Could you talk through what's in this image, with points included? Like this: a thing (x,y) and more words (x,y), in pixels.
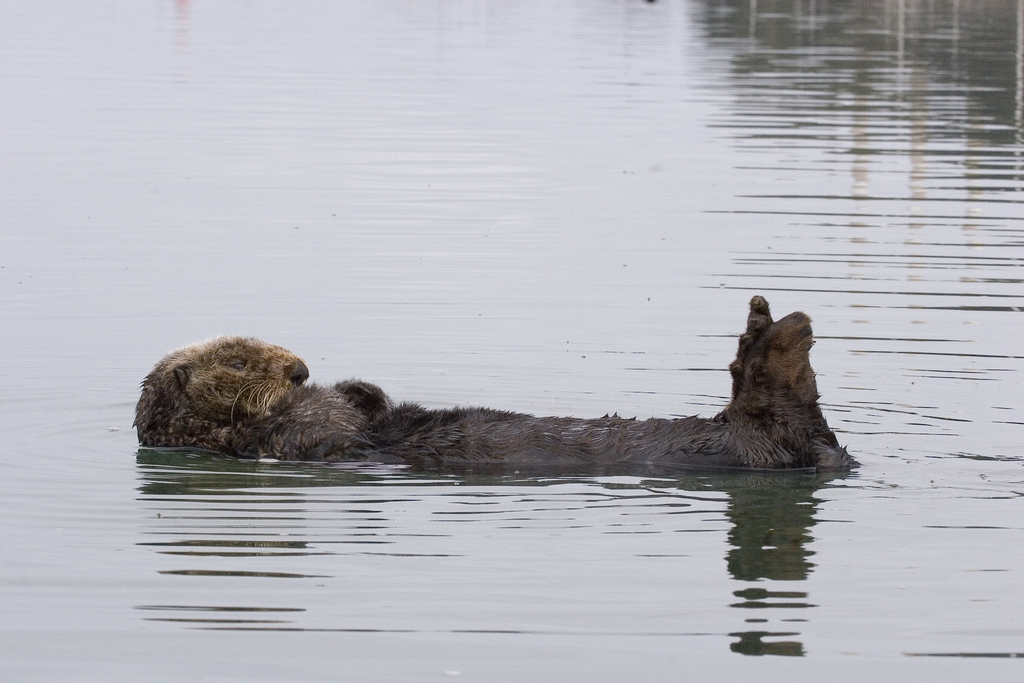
In this picture we can see a animal (238,445) laying on the water (83,436).
